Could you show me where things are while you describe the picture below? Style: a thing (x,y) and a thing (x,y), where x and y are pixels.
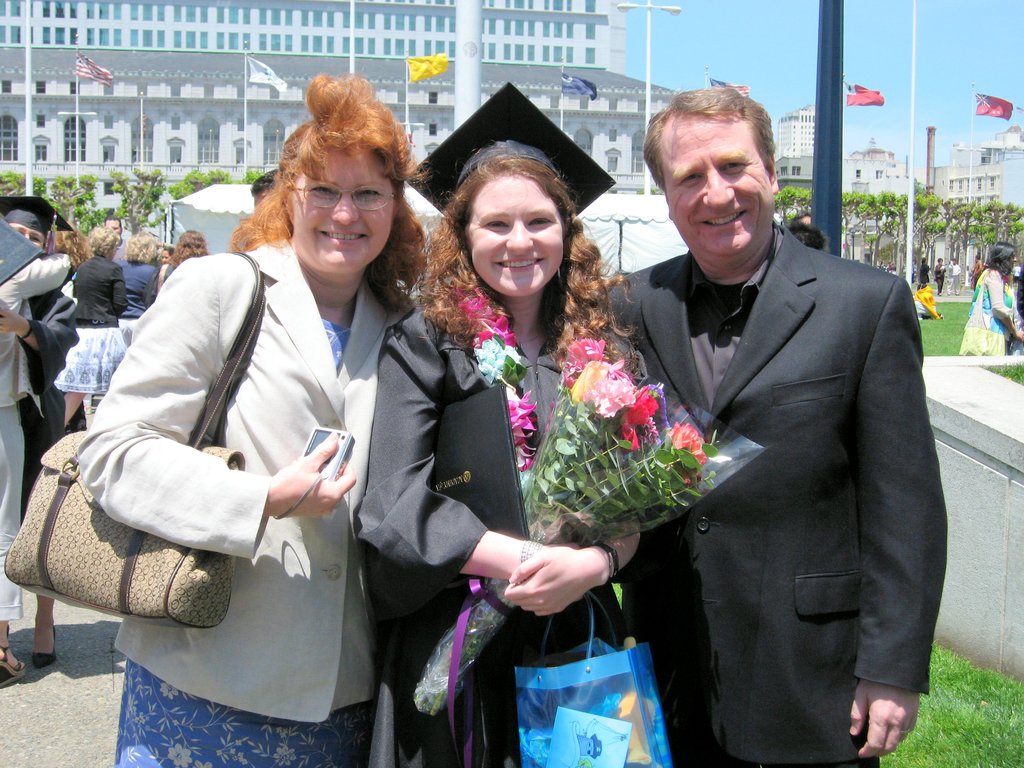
Here we can see three people (888,729) who are standing and they are smiling. In the background (173,121) there is a building (103,15), flags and trees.
